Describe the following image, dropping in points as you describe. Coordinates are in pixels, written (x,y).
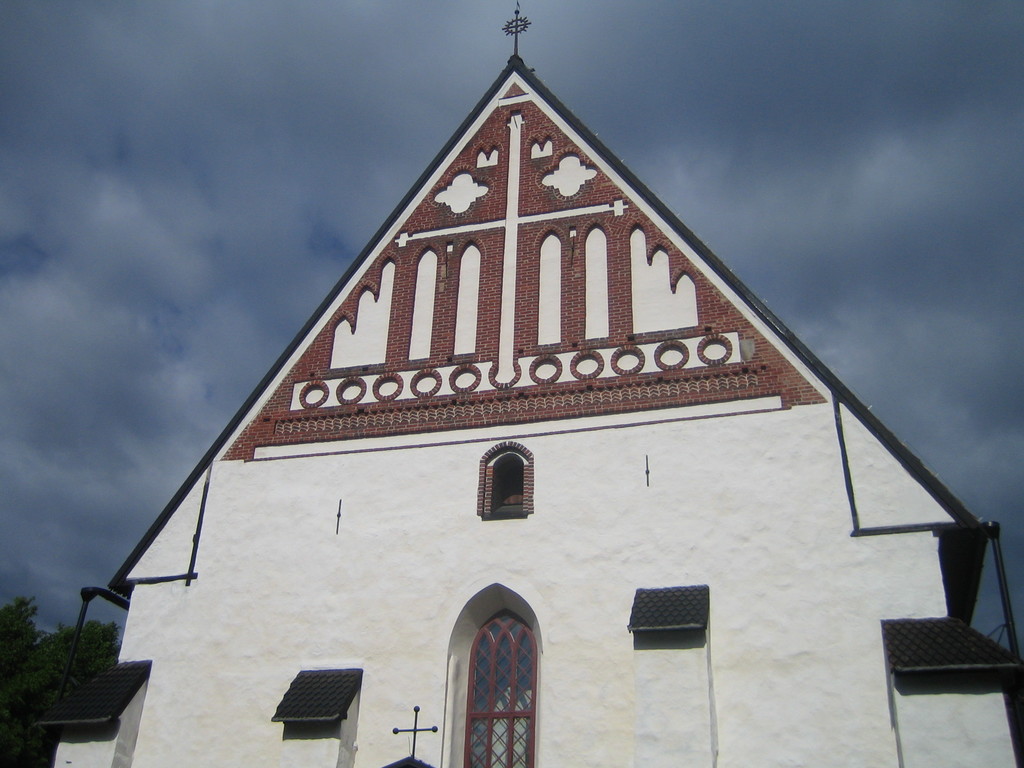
In this picture I can observe a building (468,486). This building (468,486) is in white and brown color. On the left side (63,655) there are some trees (20,662). In the background (65,410) there is a sky (273,159) with some clouds (273,159).
